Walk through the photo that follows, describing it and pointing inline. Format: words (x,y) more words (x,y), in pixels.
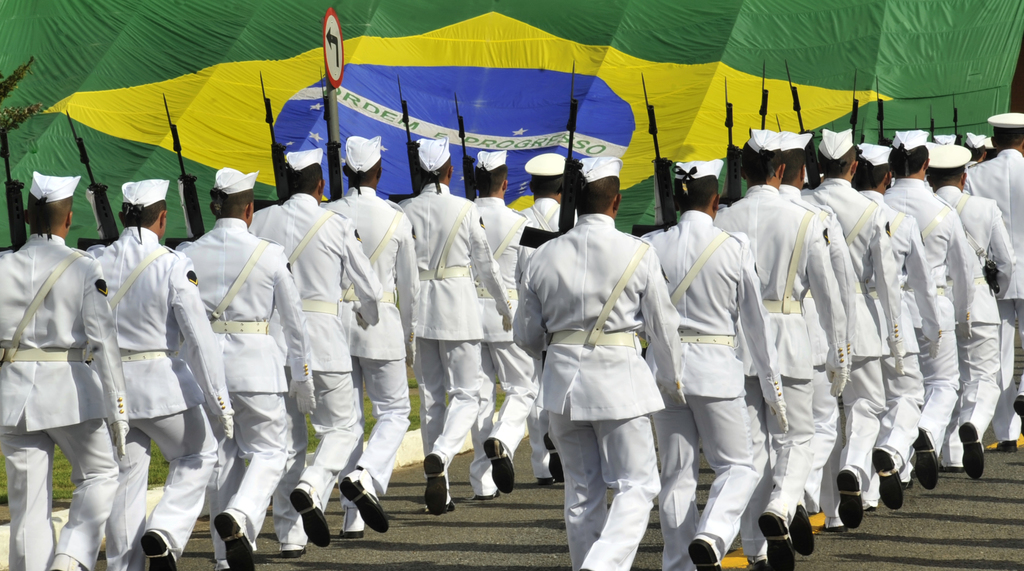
In this picture we can see some people (493,337) are wearing white color dresses (535,412) and holding guns (560,227), they are walking on a land (484,530), behind we can see one flag (275,78) and tree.
